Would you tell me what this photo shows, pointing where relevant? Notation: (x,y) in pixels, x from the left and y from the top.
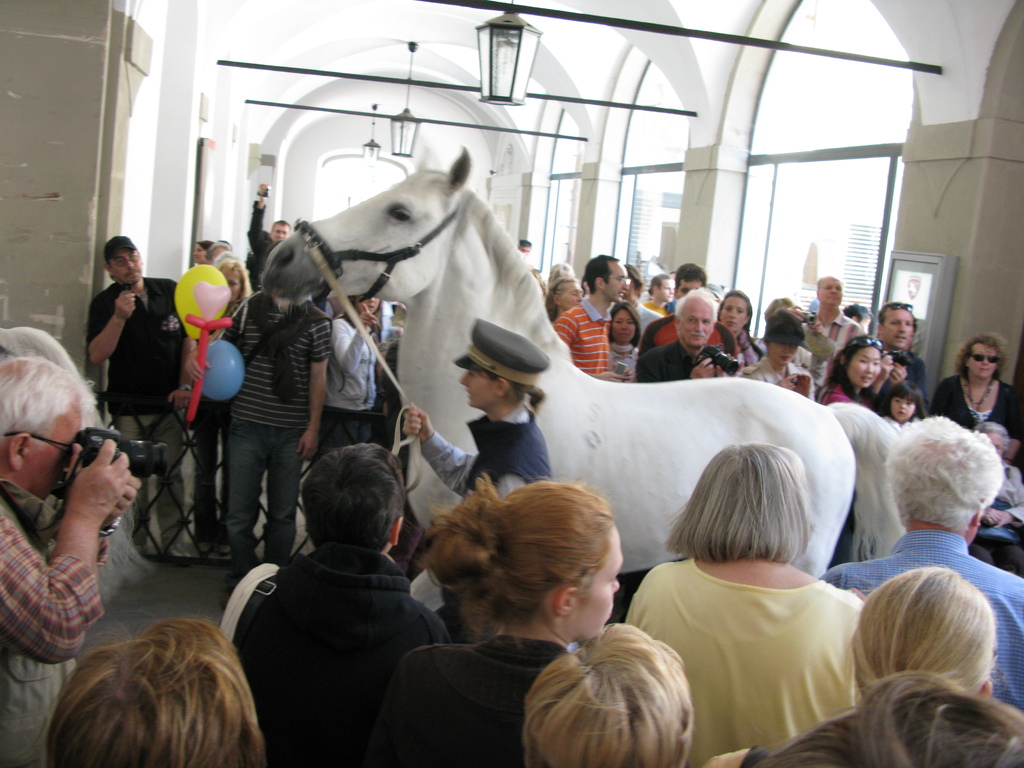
In the picture we can see some group of persons (480,544) standing and most of them are holding cameras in their hands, in the middle of the picture (493,461) there is a lady person (493,461) holding leash (371,346) of a horse (404,278) which is in white color and top of the picture (395,99) there are some lights (502,17) and roof (284,118).
